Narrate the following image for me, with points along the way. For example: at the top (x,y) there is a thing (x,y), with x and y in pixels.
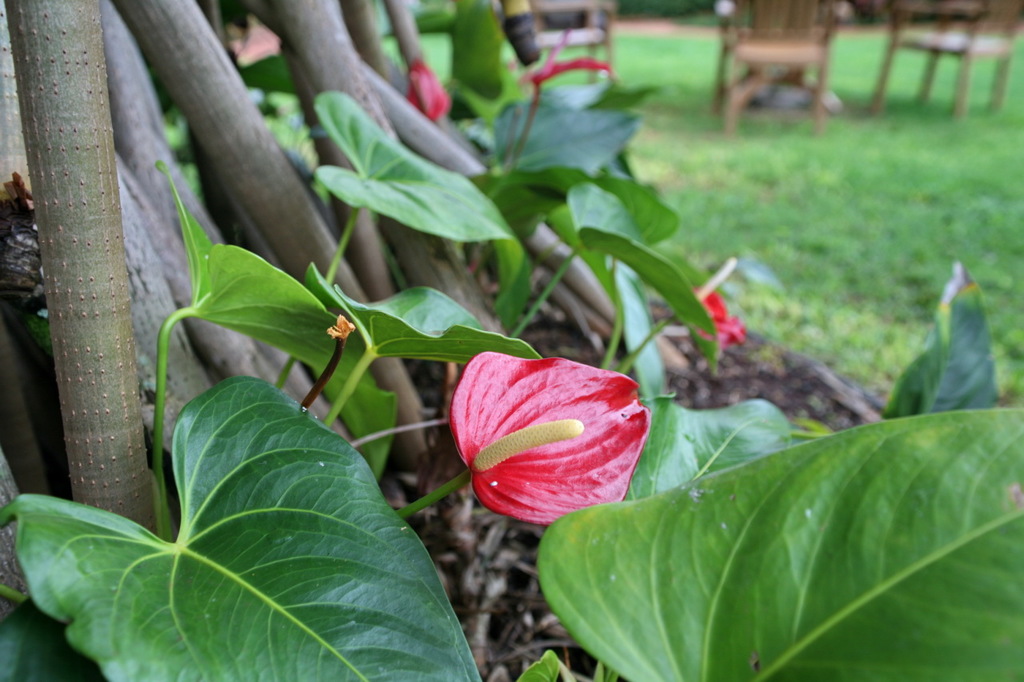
This picture is clicked in garden (750,547). Here, we see a flower (547,410) which is pink in color. On the right corner of picture (837,256), we see grass (927,200) and two chairs (797,63). On left corner (173,65), we see stem (94,253) of tree (77,256).
